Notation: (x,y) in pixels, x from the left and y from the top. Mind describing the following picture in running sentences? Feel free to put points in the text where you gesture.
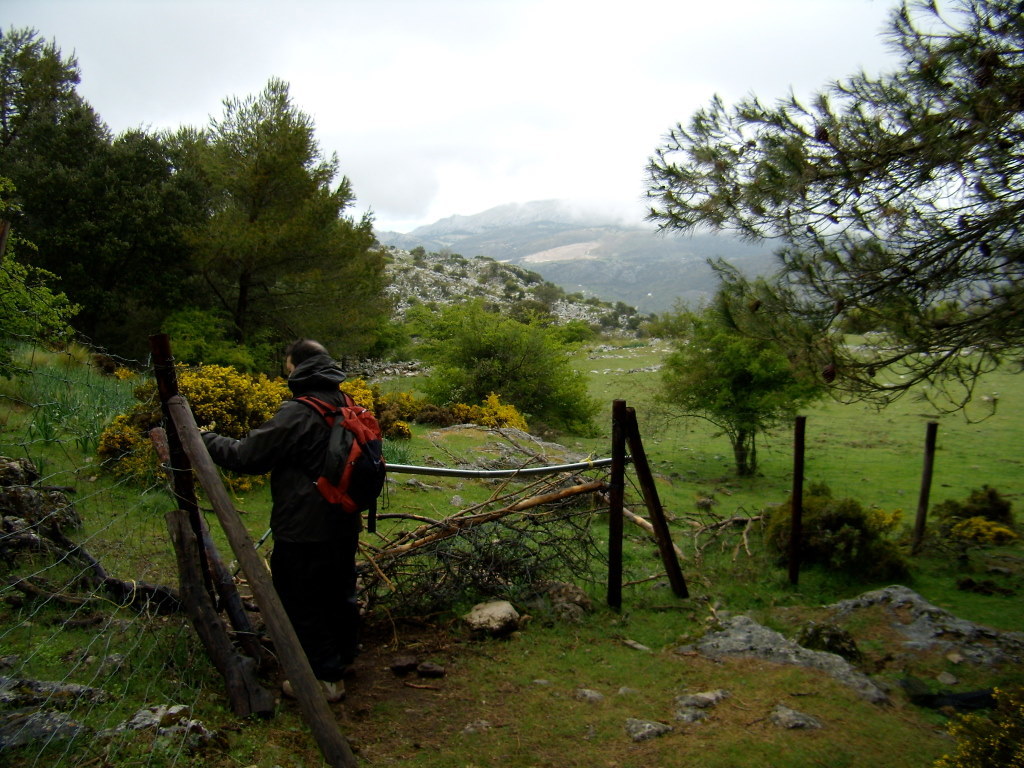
In this picture there is a man (314,371) who is standing on the left side of the image (319,371) in front of a boundary (190,532) and there is greenery (148,571) around the area of the image and there is sky (457,9) at the top side of the image (543,115).
